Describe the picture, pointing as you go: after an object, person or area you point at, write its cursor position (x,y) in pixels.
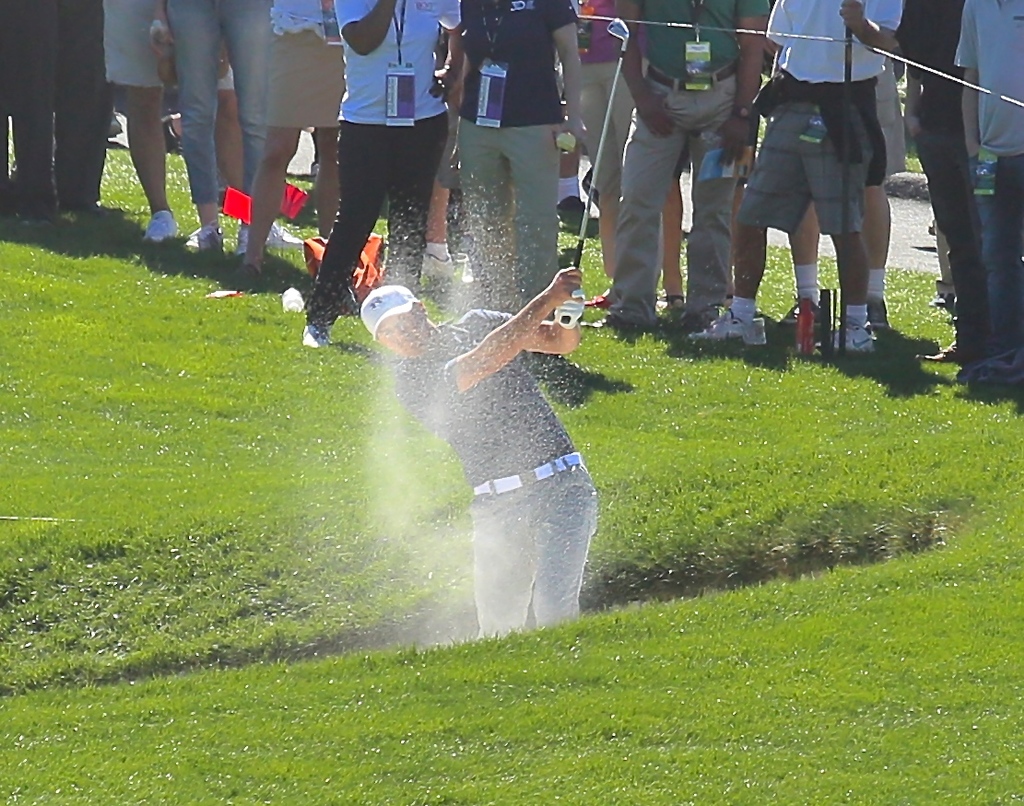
In the picture we can see a grass surface (3,406) on it, we can see a man (484,500) playing golf and hitting a ball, he is wearing a T-shirt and a white cap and behind him we can see some people (1008,258) are standing and behind them we can see a path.
